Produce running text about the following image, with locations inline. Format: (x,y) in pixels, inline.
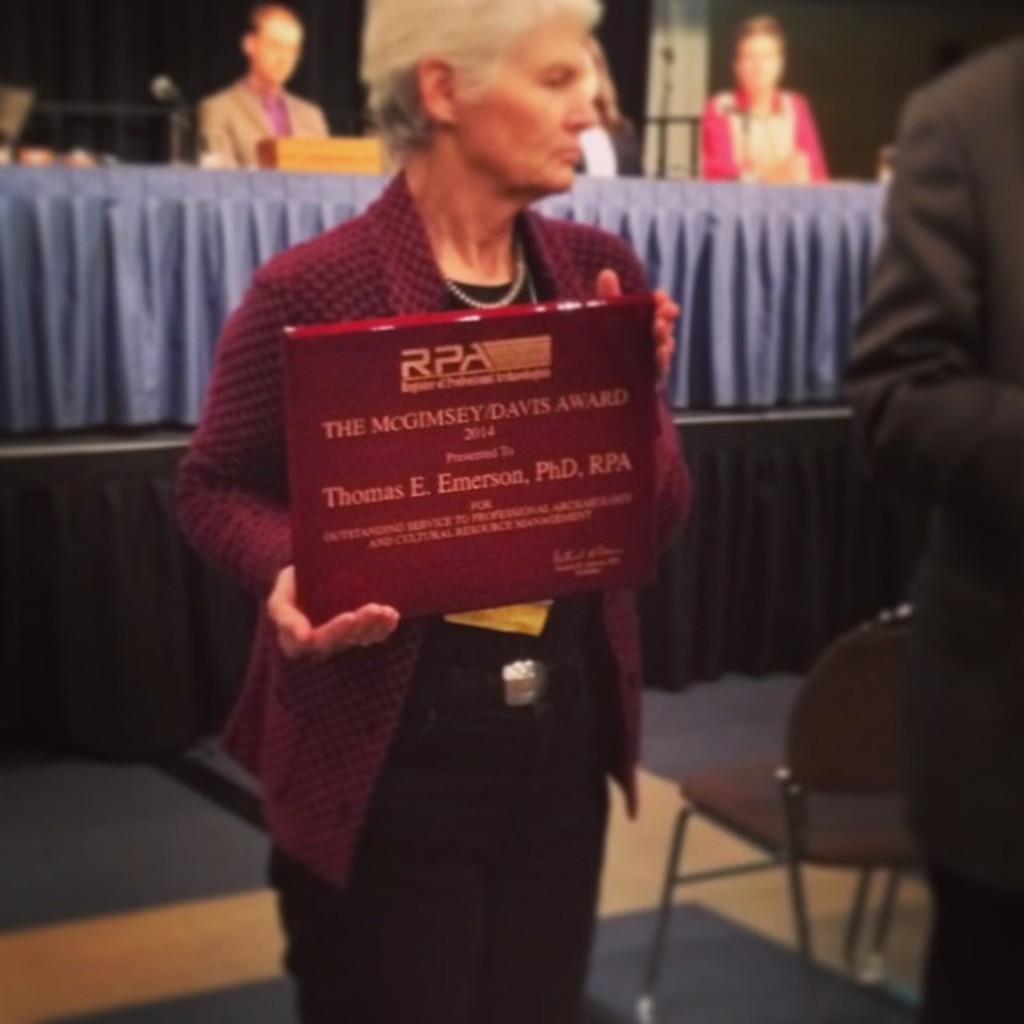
In the picture I can see a person (274,756) wearing maroon color jacket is holding an object (449,497) in her hands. The surrounding of the image is blurred, here I can see a chair (739,792) and a person (959,169) standing on the right side of the image (987,523). In the background (6,209), I can see a few people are sitting near the table (202,281).
